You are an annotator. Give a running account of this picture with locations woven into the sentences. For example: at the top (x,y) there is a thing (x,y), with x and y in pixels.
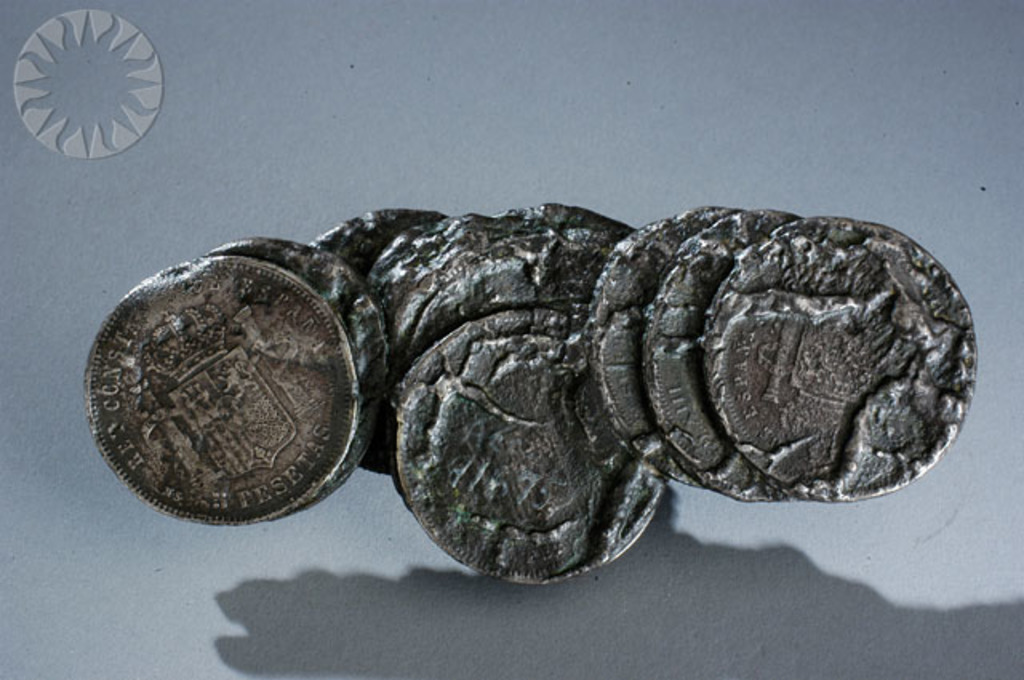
In this image I can see few currency coins (503,426) which are sticked to each other and are brown and black in color. I can see the blue-gray colored background (374,154).
